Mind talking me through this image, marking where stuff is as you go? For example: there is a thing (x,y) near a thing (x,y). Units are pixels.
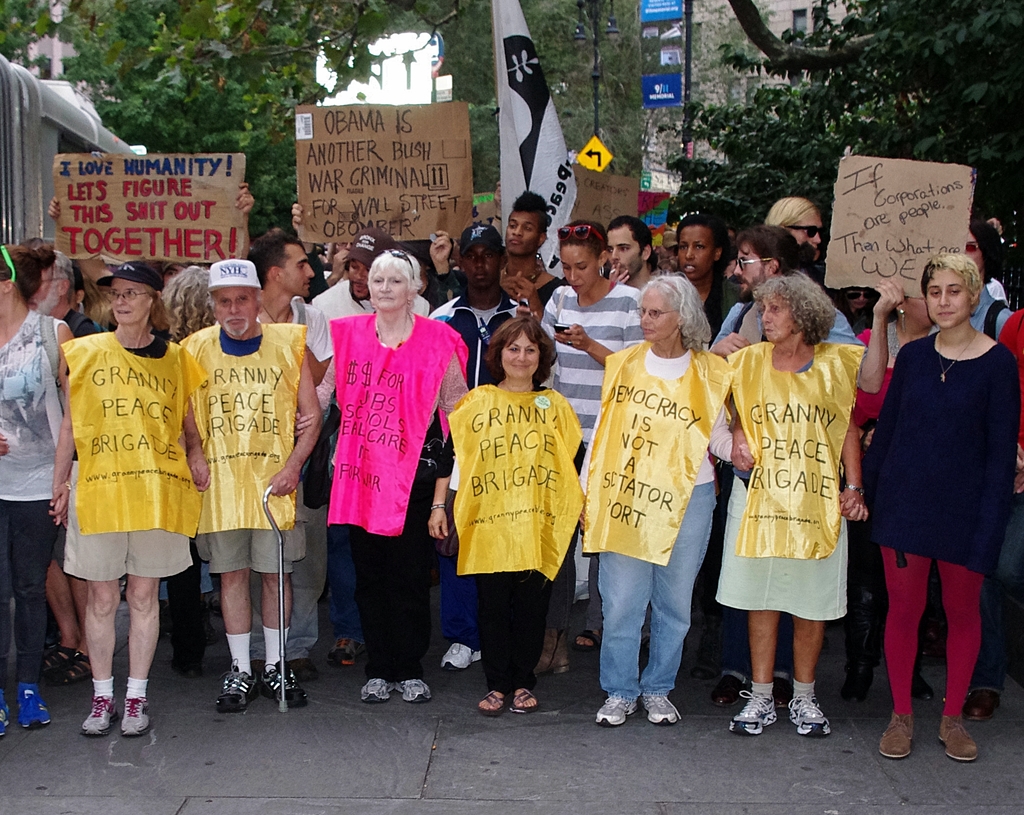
At the bottom of the image (797,781) there is floor (313,681). On the floor (971,781) there are few people (265,427) standing and they are wearing yellow and pink color covers (480,393). There are few people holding the cardboard (944,203) in their hands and there is something written on it. In the background (652,89) there are trees (640,66), poles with sign boards (664,42).
